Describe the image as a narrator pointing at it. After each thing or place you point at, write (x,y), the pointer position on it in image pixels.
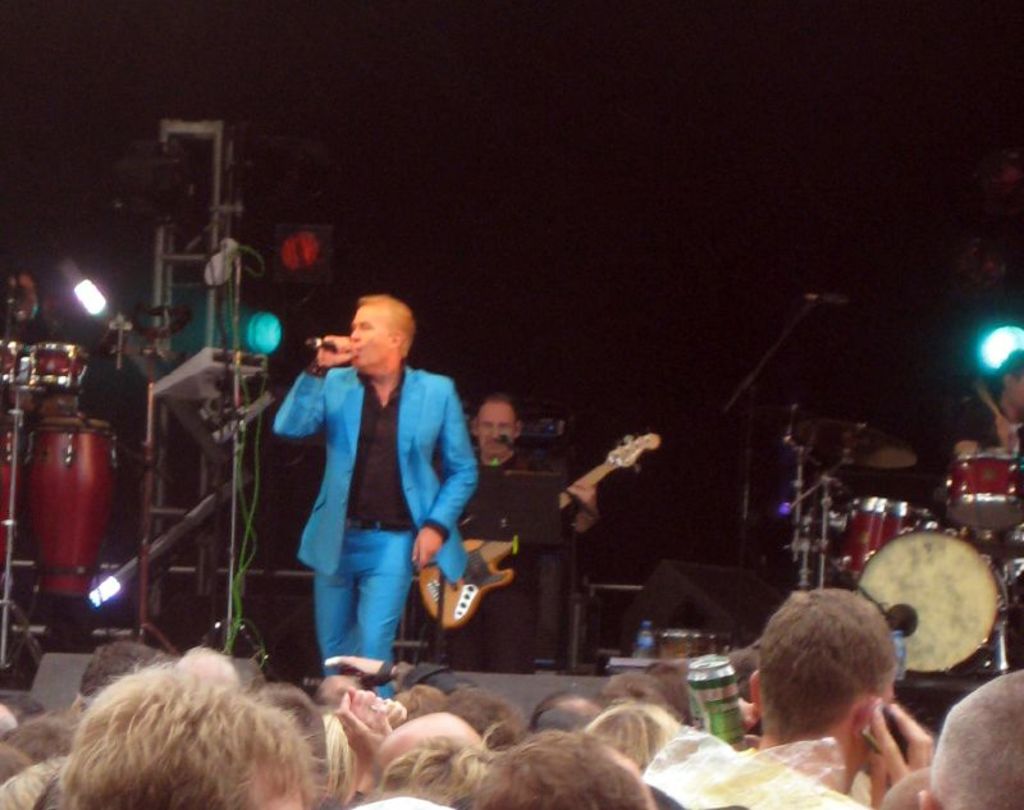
In the image we can see there is a man (344,583) who is standing and holding mic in his hand (336,344) and at the back (493,457) there is another person (533,558) sitting and holding guitar (622,451) in his hand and at the back (230,387) there are music system (968,502) and in front (97,718) there are people (355,737) who are looking at the person (382,591) who is standing in front and he is wearing blue colour suit (357,612).
